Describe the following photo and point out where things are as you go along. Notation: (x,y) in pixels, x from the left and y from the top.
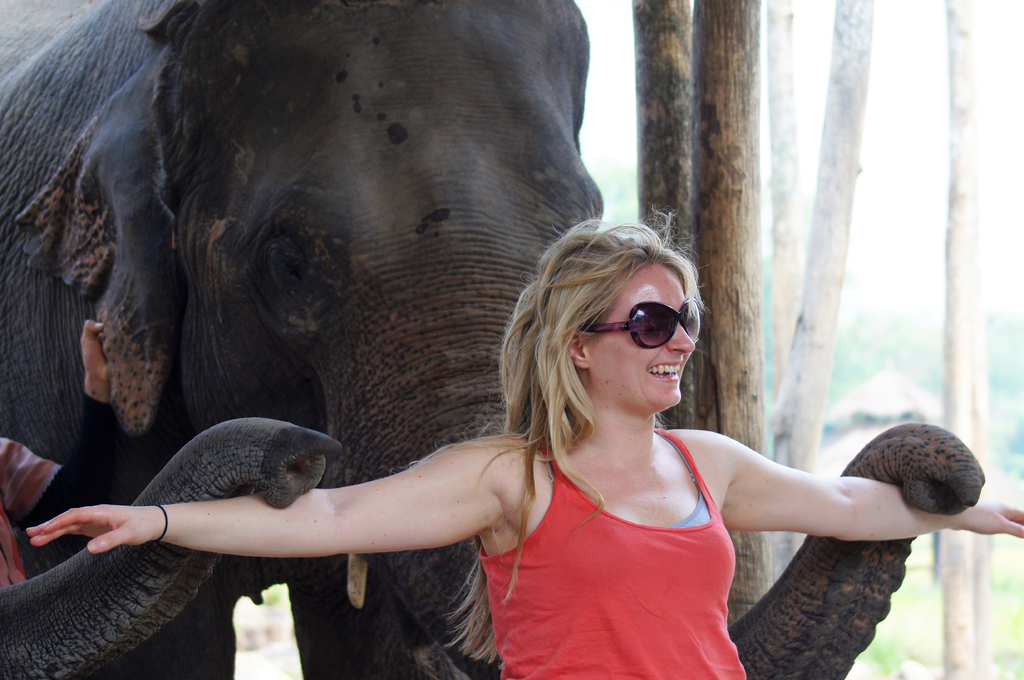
In the middle of the image (564,289) a woman (578,315) is standing and smiling. Behind her there is a elephant (244,78) and there are some trees (711,102).
